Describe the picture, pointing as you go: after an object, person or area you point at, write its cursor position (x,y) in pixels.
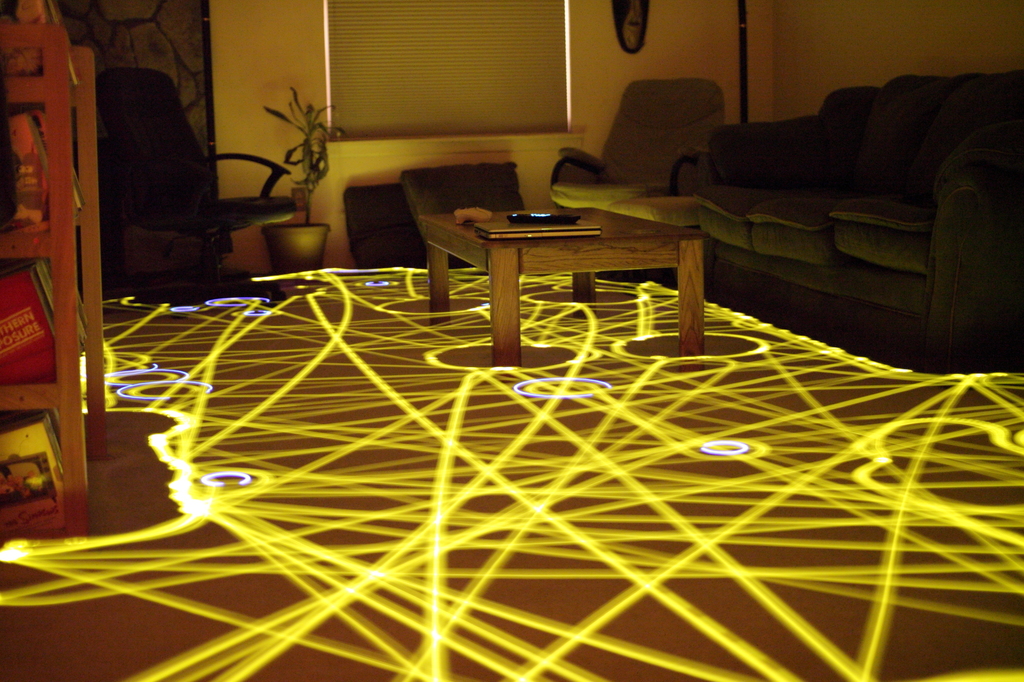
This is the picture of a room (509,250) where on the right side (807,281) we have a sofa (698,208) and to the left (88,200) we have a shelf (54,292) and some books (49,279) are placed in it and to the other corner we have some chairs (274,212) and a plant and there is a table (501,262) on which some things (510,222) are placed and the floor (293,368) we have some lights (516,511) in yellow color.
